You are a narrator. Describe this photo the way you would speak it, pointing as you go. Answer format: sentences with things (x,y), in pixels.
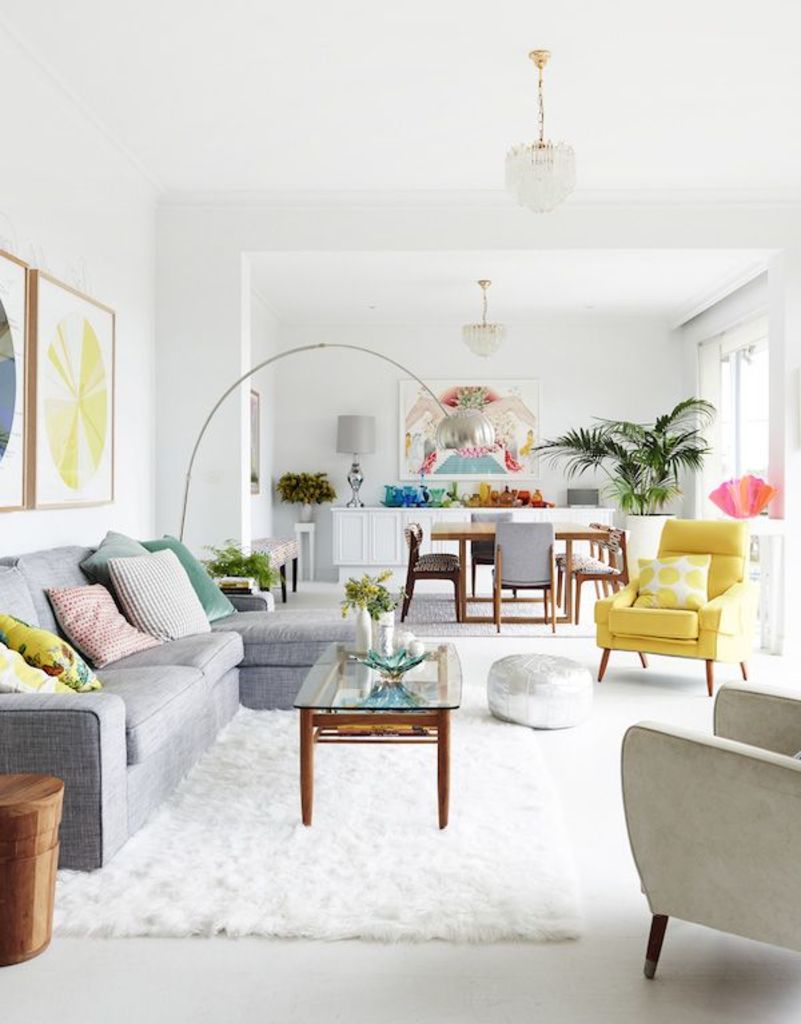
This picture is taken in a beautiful house (583,671). In the middle (525,570) there is a table (582,539), around there are four chairs (549,562). On the right (683,591) there is a sofa (708,541) and house plant (653,489). On the left (162,685) there is a sofa (172,677) with pillows (173,612), wall (145,441) and photo frame (107,434).
